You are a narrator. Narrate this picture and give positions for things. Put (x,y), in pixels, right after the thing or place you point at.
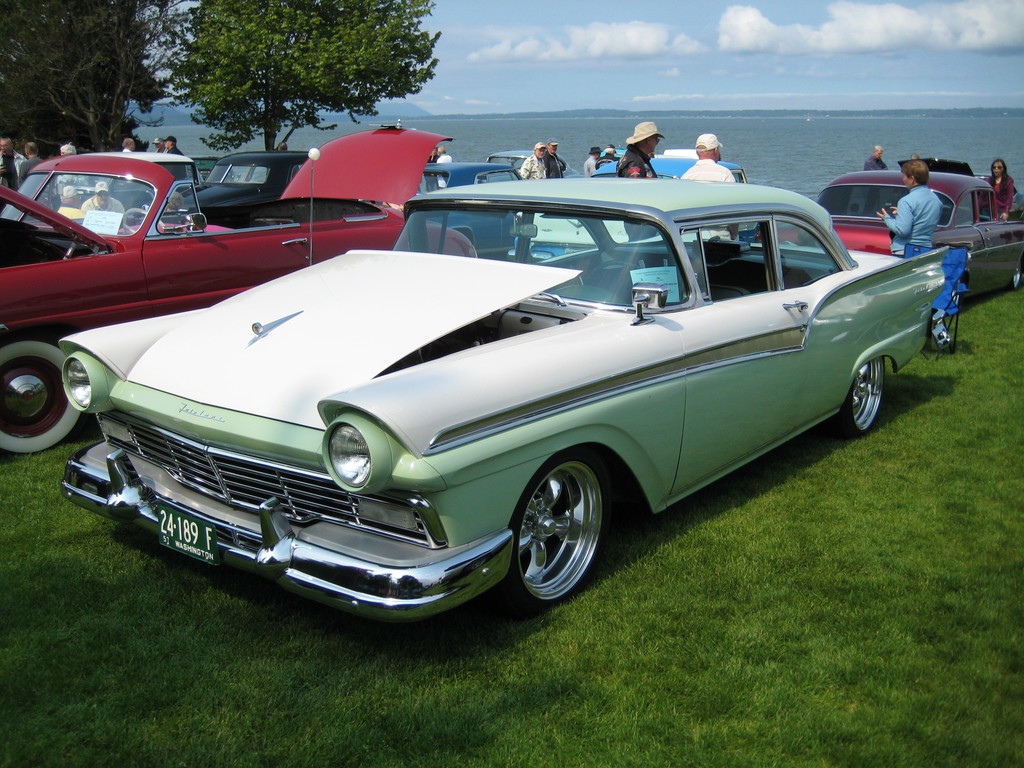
In this picture we can see many cars (561,232) which is parked on the ground (723,541), beside the car (520,184) we can see group of persons (1001,185) were standing. In the background (378,128) we can see the ocean (1012,138) and mountains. In the top left corner (11,27) there are two trees (243,79). At the top (542,42) we can see sky (713,25) and clouds (774,43). At the bottom (586,683) we can see green grass (590,733).
